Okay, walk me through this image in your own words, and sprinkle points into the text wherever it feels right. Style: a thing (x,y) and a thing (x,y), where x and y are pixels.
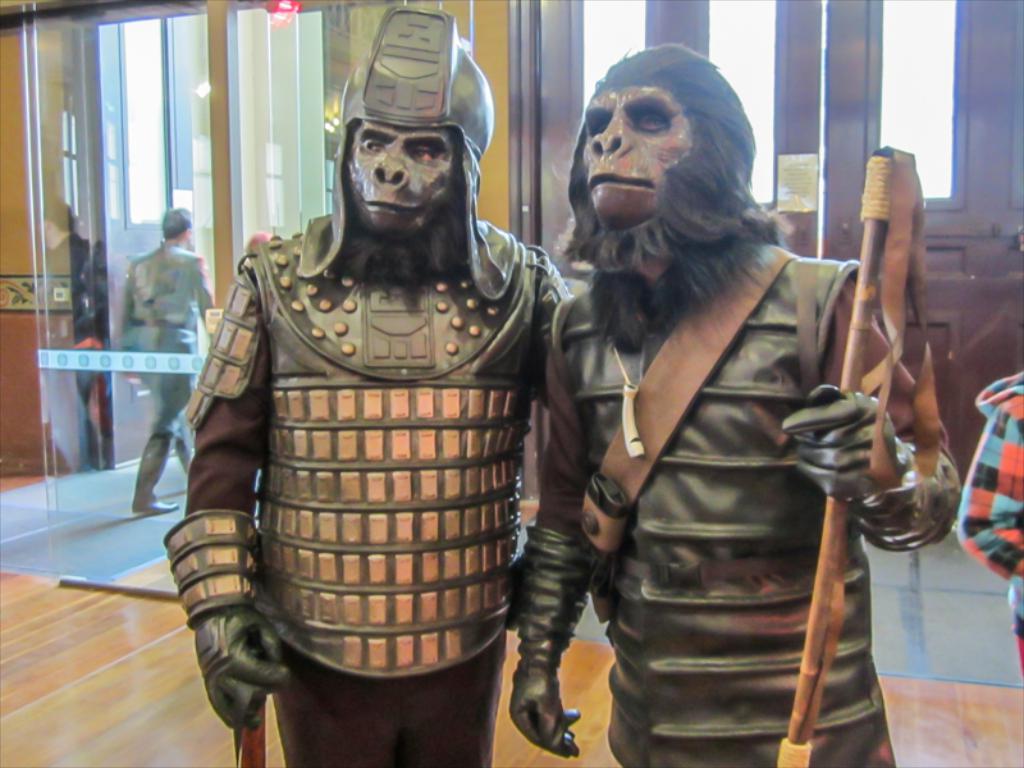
In this image we can see a group of people (621,566) standing on the floor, two men (747,470) are wearing costumes (680,368) and holding sticks (812,661) in their hands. On the left side of the image (177,236) we can see a person (192,261) walking. In the right side of the image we can see the doors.
